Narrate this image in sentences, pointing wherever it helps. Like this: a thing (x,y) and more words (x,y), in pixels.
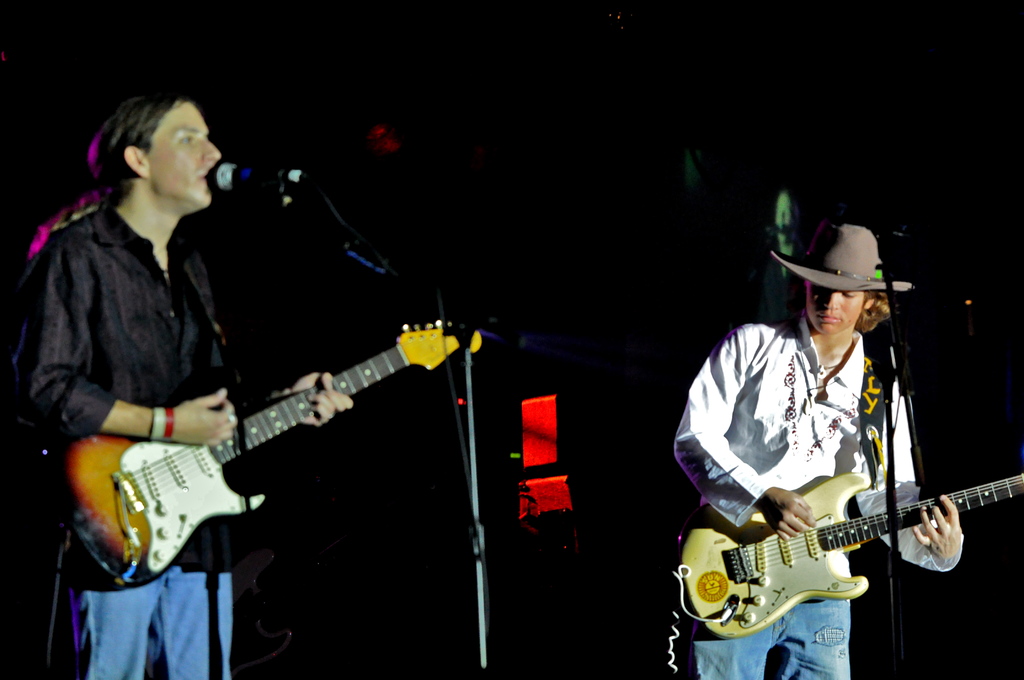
In this image on the right side (807,487) there is one man (792,468) who is standing and he is holding a guitar (819,515) and also he is wearing a hat (839,259). On the left side (133,317) there is one man (140,258) who is standing and he is holding a guitar (161,467) in front of him there is one mike (227,168) it seems that he is singing.
